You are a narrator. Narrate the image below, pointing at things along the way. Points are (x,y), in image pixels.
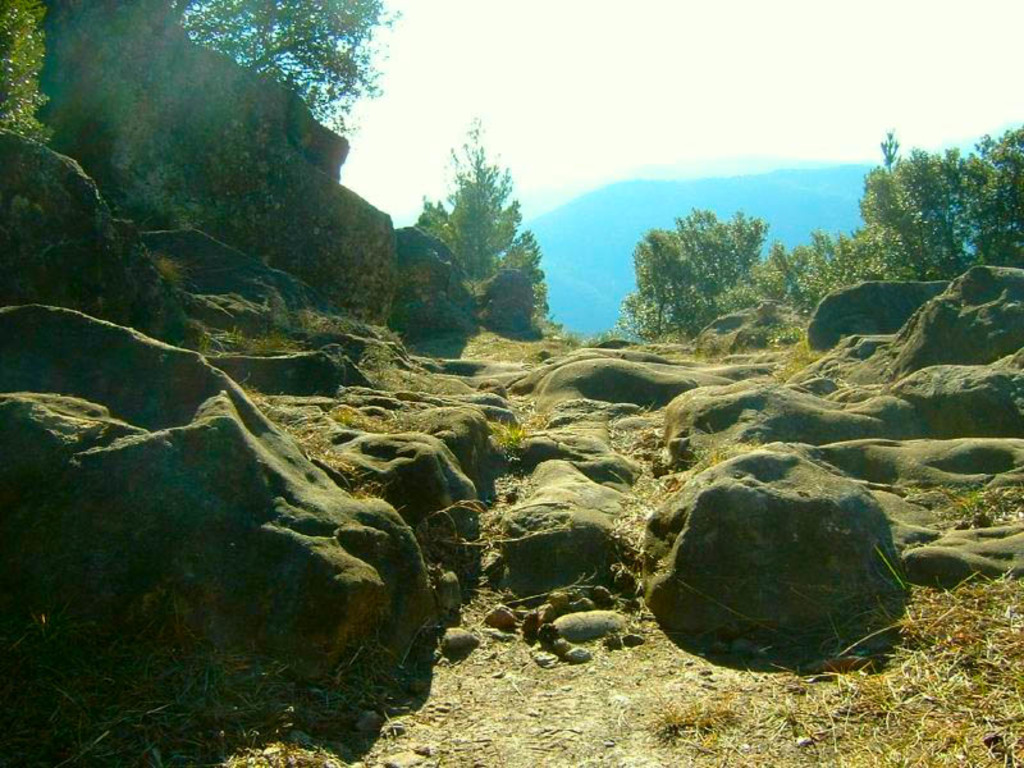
Here we can see stones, rocks (31,331) on the ground (318,324) and trees (675,305). In the background (588,332) there is a mountain (581,333) and sky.
